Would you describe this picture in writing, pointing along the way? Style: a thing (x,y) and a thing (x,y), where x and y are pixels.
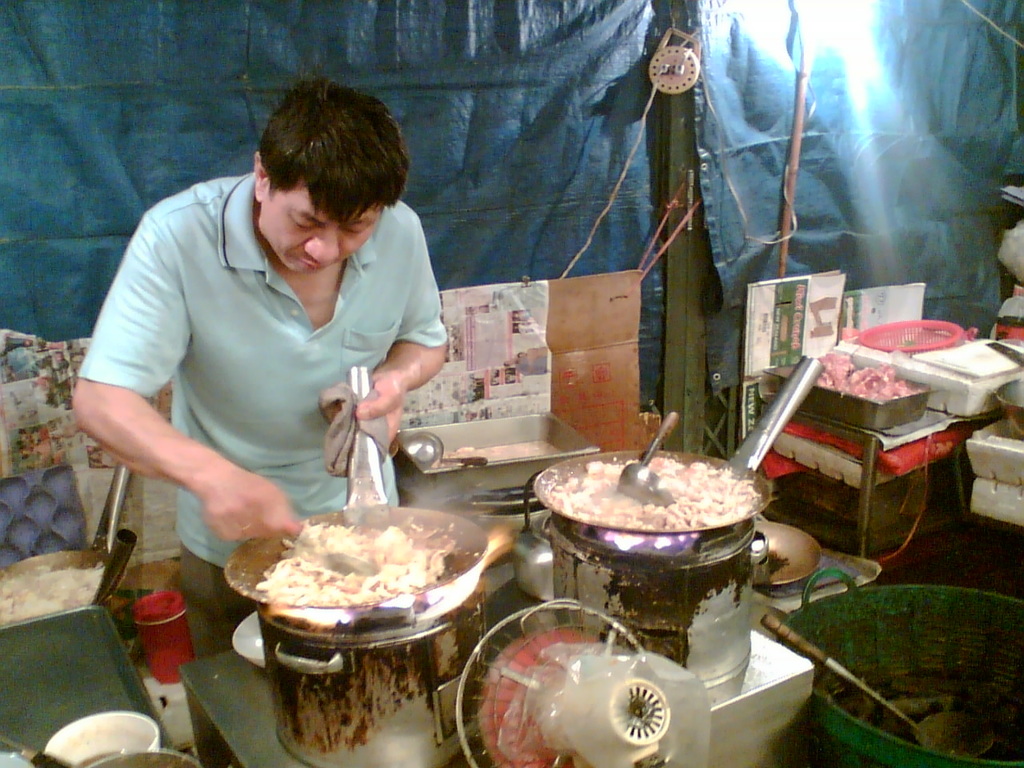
In this image a person (212,510) is standing behind a table (210,669) having few vessels (723,606) and bowl (258,658) on it. A person (216,653) is holding a spoon (355,564) with one hand (253,516) and holding a pan (386,598) with other hand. Pans (267,571) are having food (305,550) in it. Bottom of image (576,712) there is a fan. Beside table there is a basket (849,732) having kitchen tool (853,679) in it. Beside there is a table (865,429) having vessels (1000,388) and basket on it. Left side (20,517) there is a tray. A switch board (668,58) is attached to the board (672,281). Top of image (843,13) there is light (811,33).
